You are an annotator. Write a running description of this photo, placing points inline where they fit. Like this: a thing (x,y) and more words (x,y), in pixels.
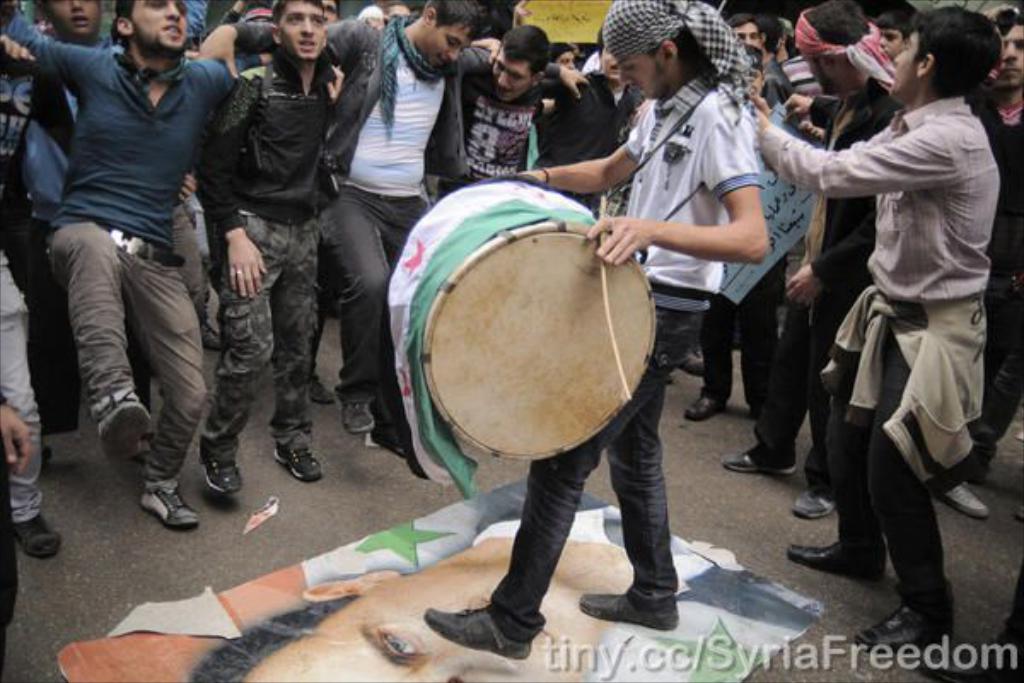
In this picture there is a guy (611,240) playing drums (592,325) with sticks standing on photo of some person (397,613) on the floor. In the background (125,221) there are some people (309,111) dancing for his drums (539,332) here.
